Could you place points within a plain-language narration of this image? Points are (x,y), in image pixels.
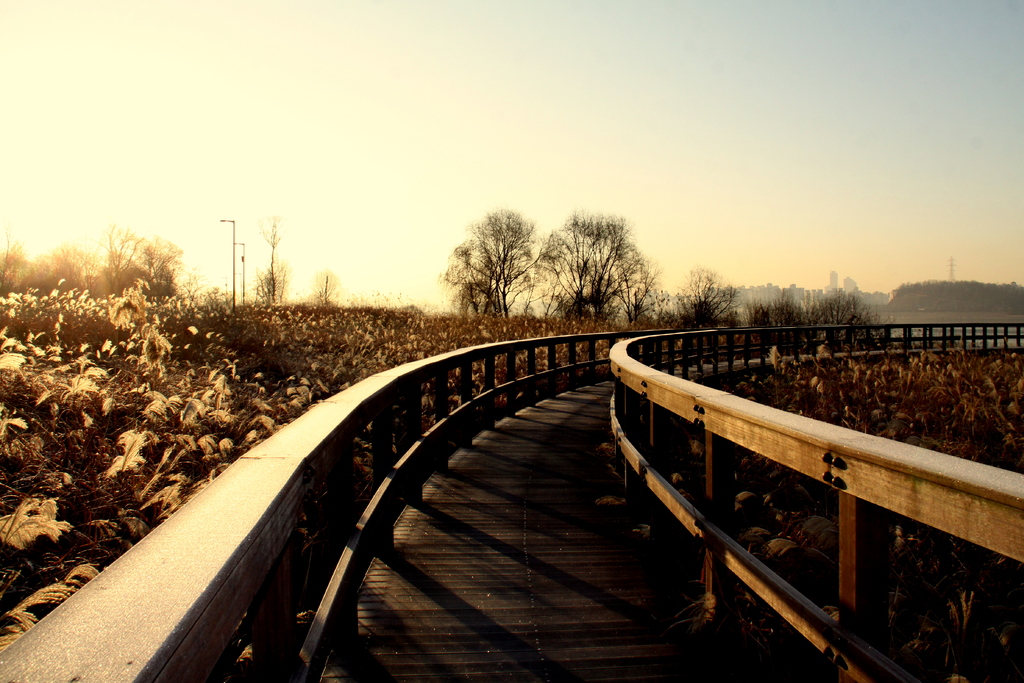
At the center of the image (571,403) there is a path (460,452). On the left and right side of the path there is a wooden railing (570,378) and plants (330,343). In the background (642,290) there are trees (112,259), buildings (759,290) and the sky (497,88).
